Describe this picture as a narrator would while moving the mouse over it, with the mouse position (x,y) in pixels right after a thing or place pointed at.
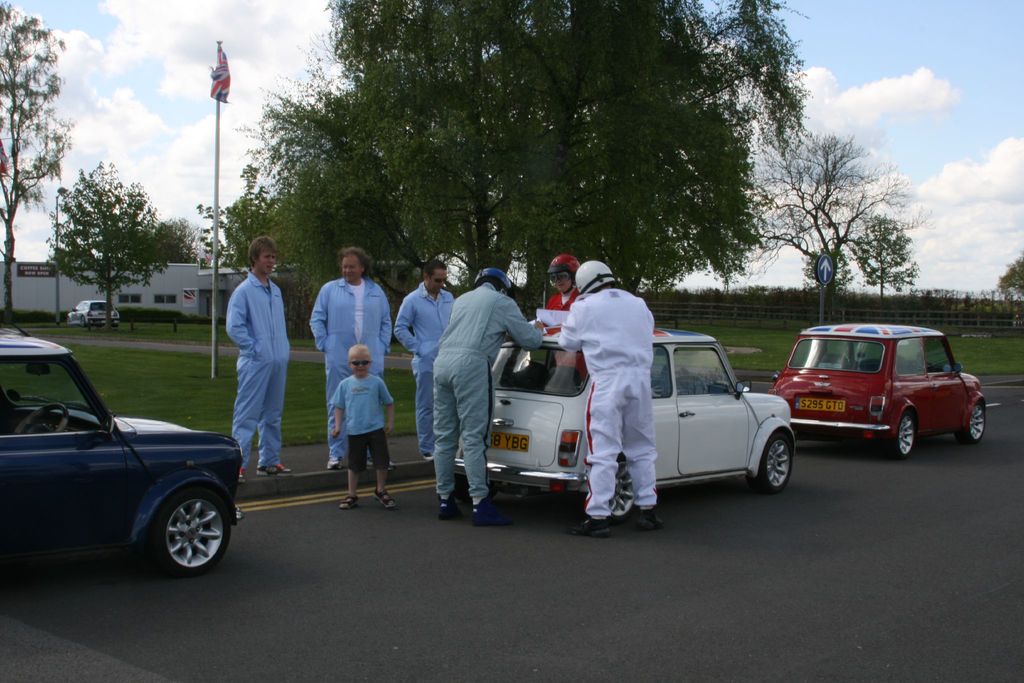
In this picture we can see vehicles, people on the road (657,539), beside this road (545,568) we can see poles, flag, sign board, fence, houses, trees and we can see sky (876,57) in the background (855,145).
